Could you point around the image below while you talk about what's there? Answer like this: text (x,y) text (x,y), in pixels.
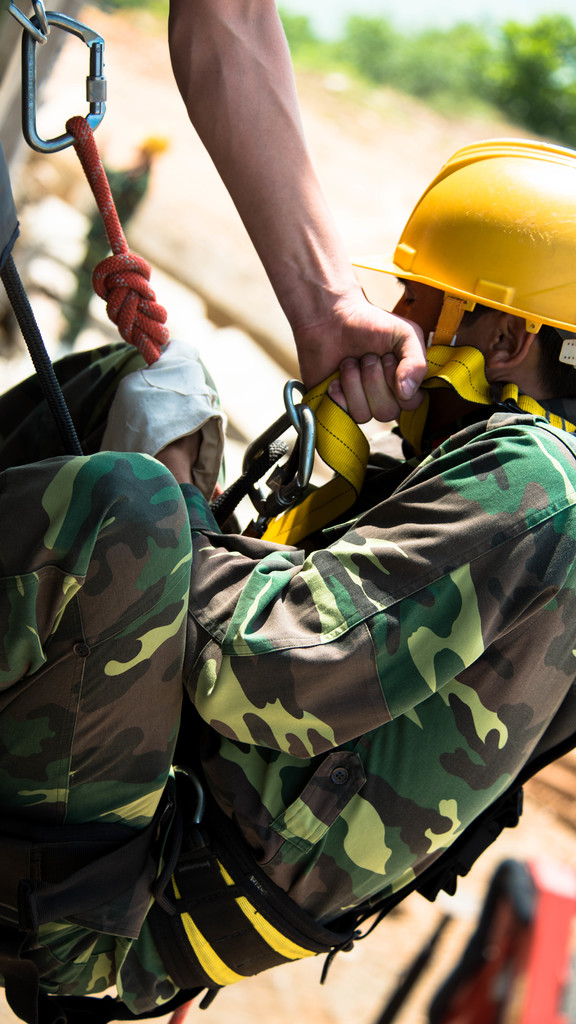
In the center of the image (206,680) we can see a person (152,629) climbing. In the background (481,49) there are trees (489,59).
